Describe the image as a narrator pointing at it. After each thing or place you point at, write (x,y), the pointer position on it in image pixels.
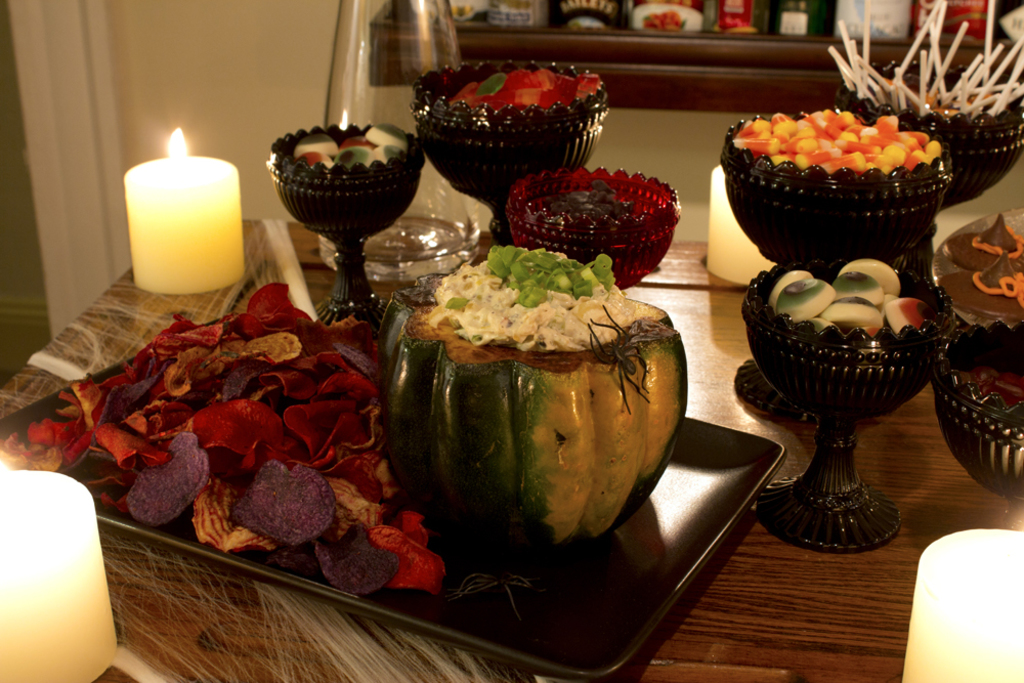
In this picture there is a table (905,490) on which there is a tray (610,588) which had squash (562,429) with dip (499,336) on above of it and there are some vegetable chips (213,442) and beside the tray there are jars (863,413) filled with food (555,96) and candies (841,143) and at the left side (166,225) corner there are two candles (166,225).
